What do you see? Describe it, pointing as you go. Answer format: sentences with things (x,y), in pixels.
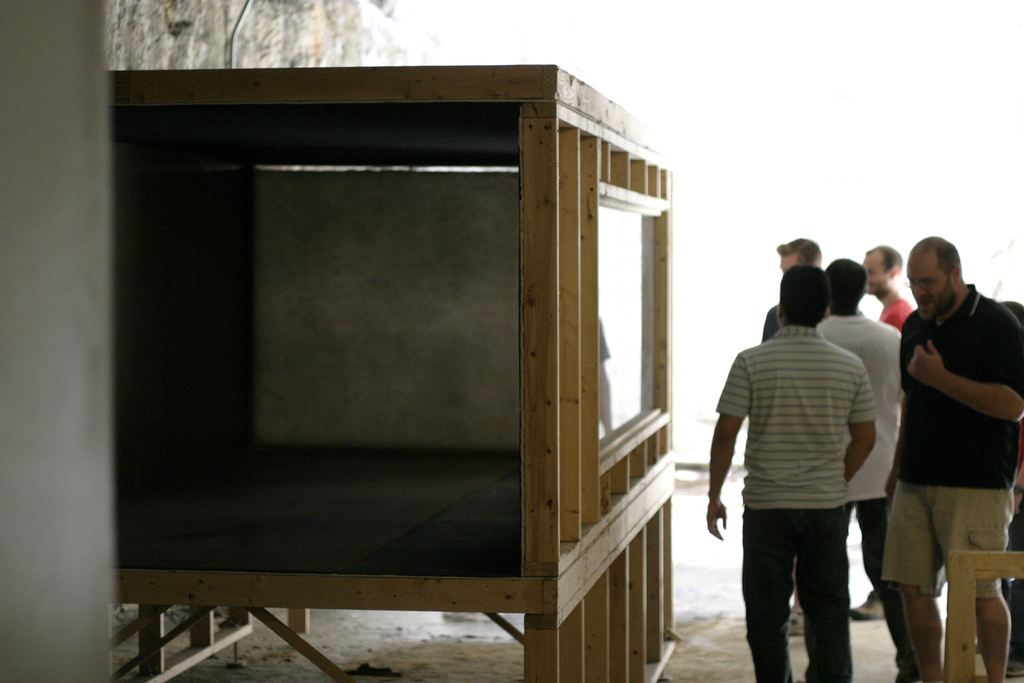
In the foreground of this image (364,546), on the left (334,440), there is a wooden cage like structure (402,491). On the right (838,515), there are people (824,536) standing on the ground (707,620). On the left (274,8), there is a stone wall (282,11).
